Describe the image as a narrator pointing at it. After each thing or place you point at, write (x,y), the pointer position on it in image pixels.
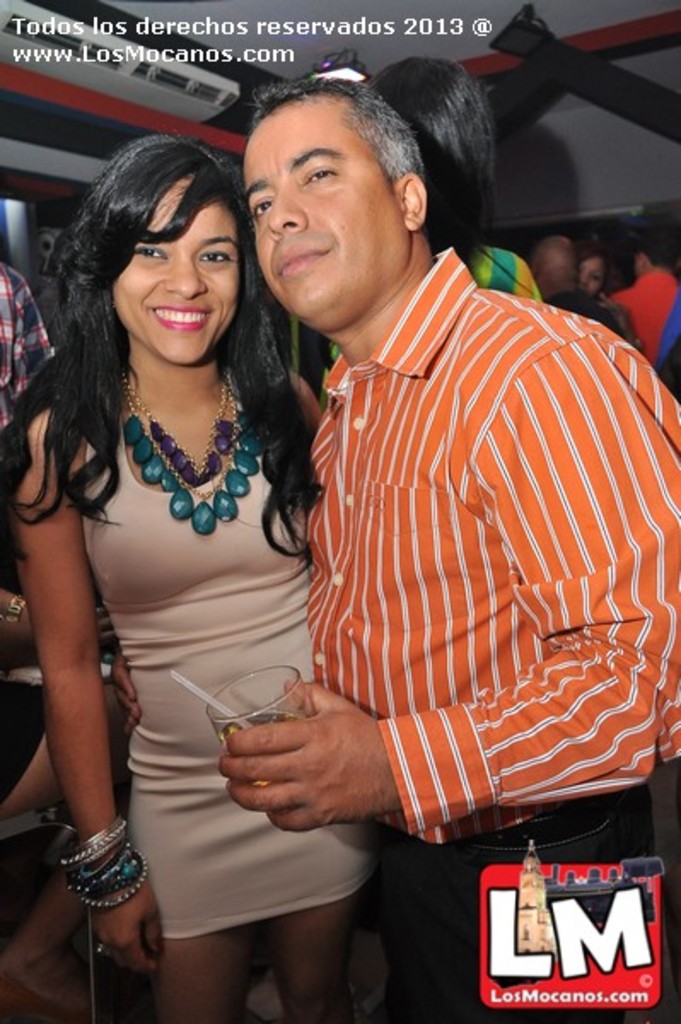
In this picture there is a man (521,407) standing and holding the glass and there is a woman (249,846) standing and smiling. At the back (484,209) there are group of people (620,294). At the top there is a light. At the bottom right (581,865) there is a watermark (548,881).
